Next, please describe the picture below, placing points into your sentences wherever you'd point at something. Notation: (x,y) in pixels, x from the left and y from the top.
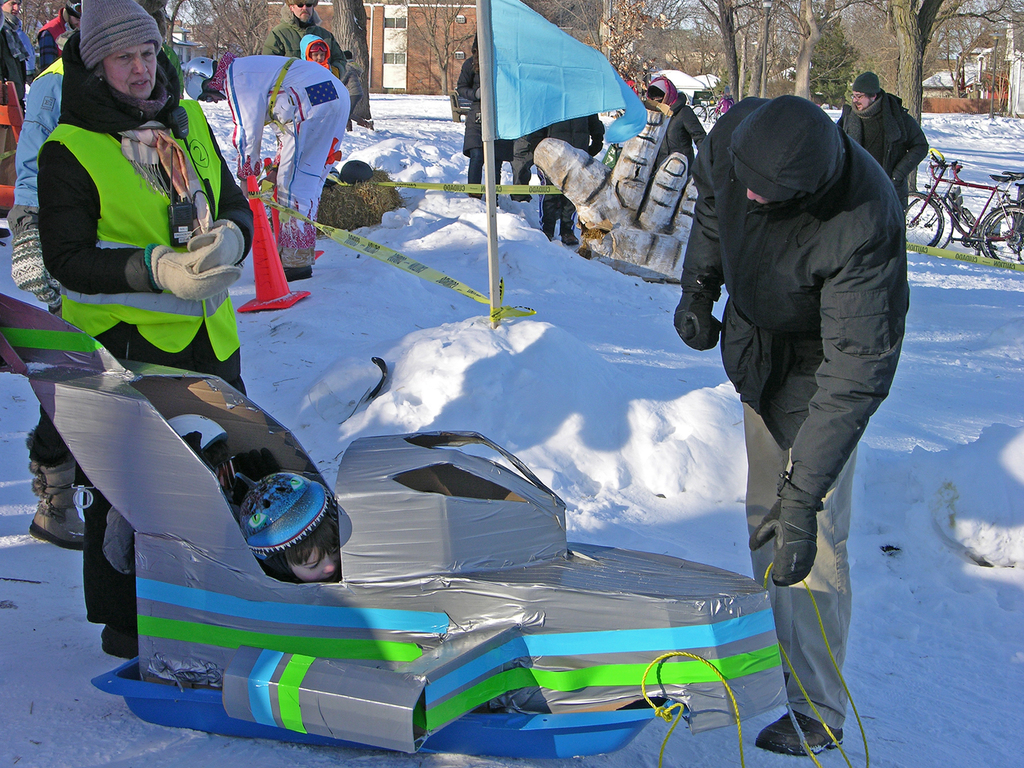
In this image, we can see persons (764,156) wearing clothes (768,157). There is a flag (501,88) and divider cone (271,268) in the middle of the image (489,265). There is a vehicle (493,638) at the bottom of the image (512,718). There are cycles (993,187) on the right side of the image (980,242). There is a building (412,42) and some trees (364,58) at the top of the image (739,43).
